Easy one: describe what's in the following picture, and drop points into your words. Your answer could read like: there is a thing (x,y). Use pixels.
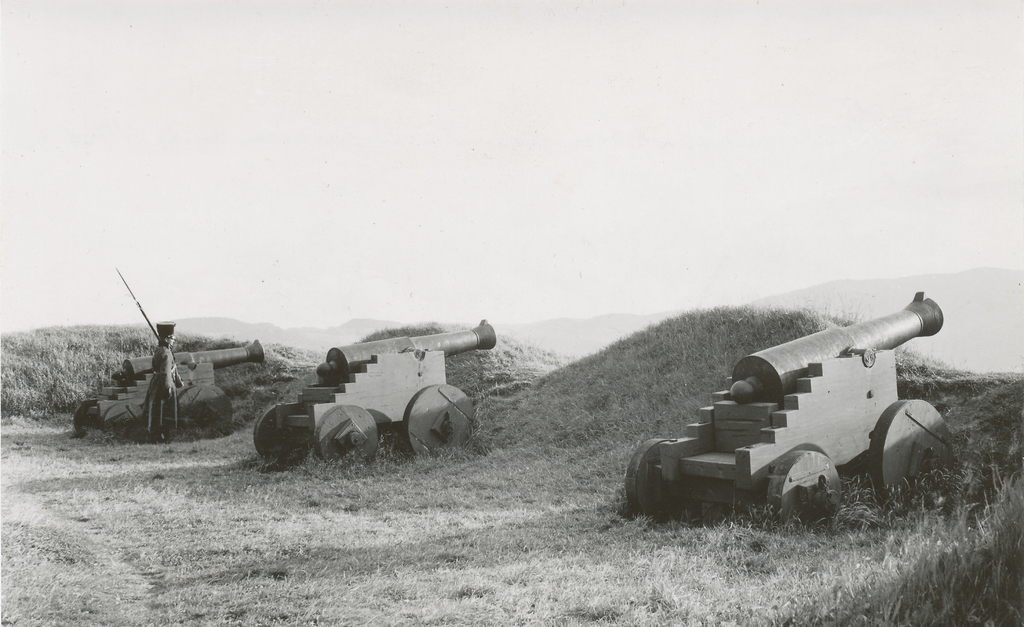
This is black and white image, in this image there are three cannons (366,402) and a man (161,402) standing near one cannon (198,384).
